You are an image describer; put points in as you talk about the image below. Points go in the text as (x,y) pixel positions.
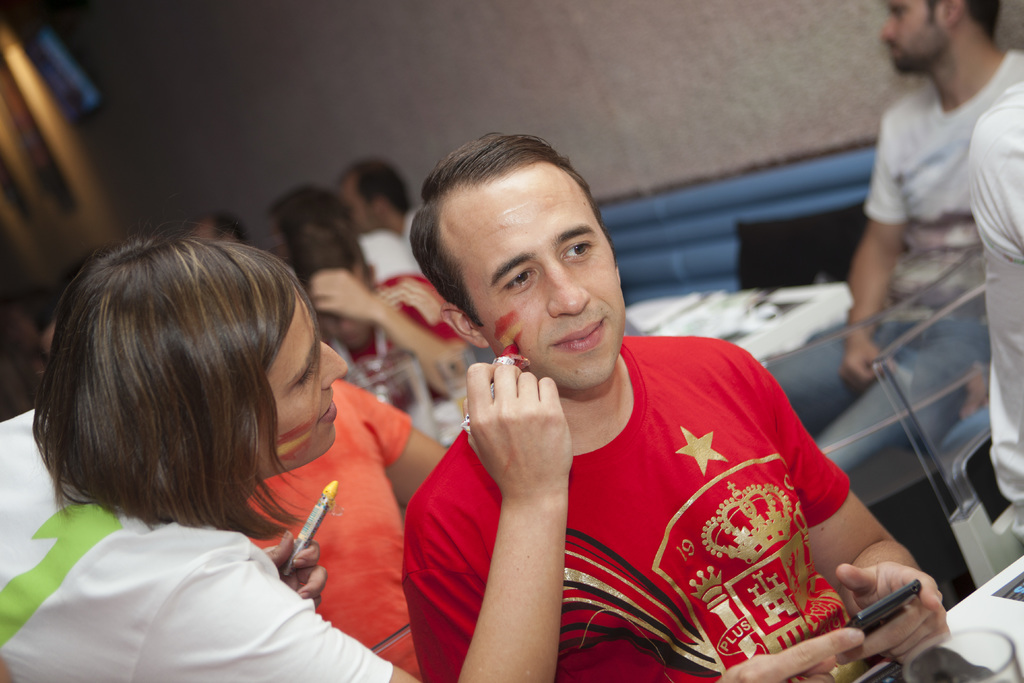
Here in this picture we can see a man (474,585) sitting on a chair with a mobile phone (857,626) in his hand (806,676) and beside him we can see a woman (191,529) drawing something on his cheeks (509,336) and behind them also we can see number of people (334,259) sitting on chairs (916,309) over there.
